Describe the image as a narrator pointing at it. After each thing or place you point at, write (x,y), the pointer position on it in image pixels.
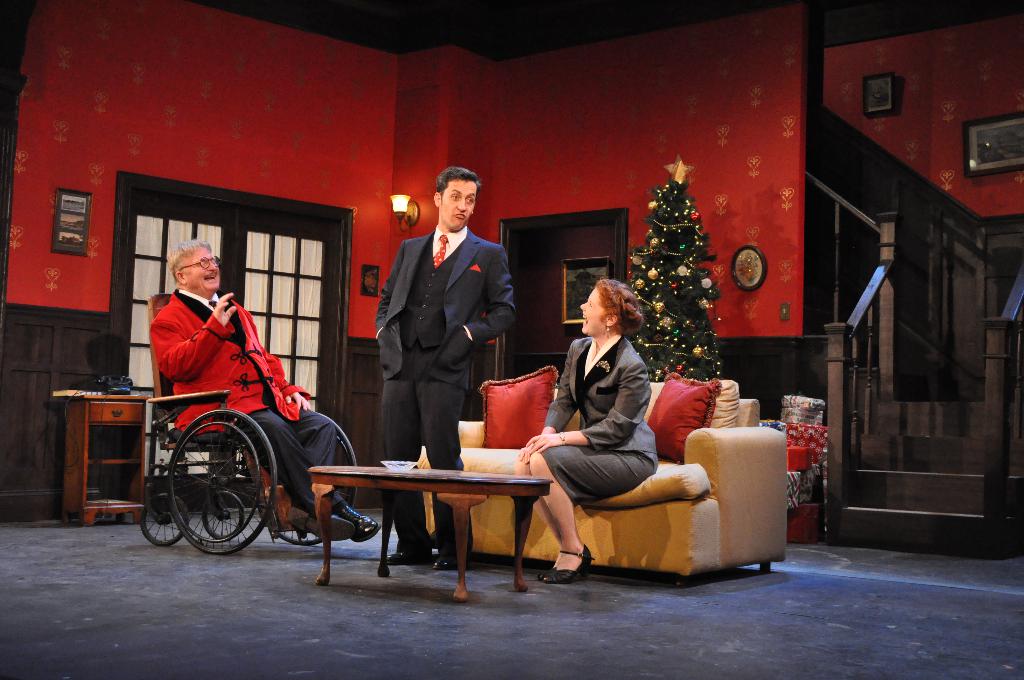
This image is taken in a room (646,151). A person (412,451) is standing is wearing suit (473,242), tie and shoe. A woman (629,375) is sitting on sofa (736,463) having two red colour cushions (659,397). At the left side (231,332) there is a person (190,373) sitting on the wheelchair (156,514), before them there is a table (473,487). At the back side of them there is a christmas tree (639,261), beside there are few gifts (791,425). At the right side (938,388) there is a staircase (947,459) and two picture frames (873,93) attached to the wall (904,157). There is a door (515,290) beside christmas tree (685,203). At the left side (92,513) there is a door (208,215), beside there is a cabinet (121,421).
